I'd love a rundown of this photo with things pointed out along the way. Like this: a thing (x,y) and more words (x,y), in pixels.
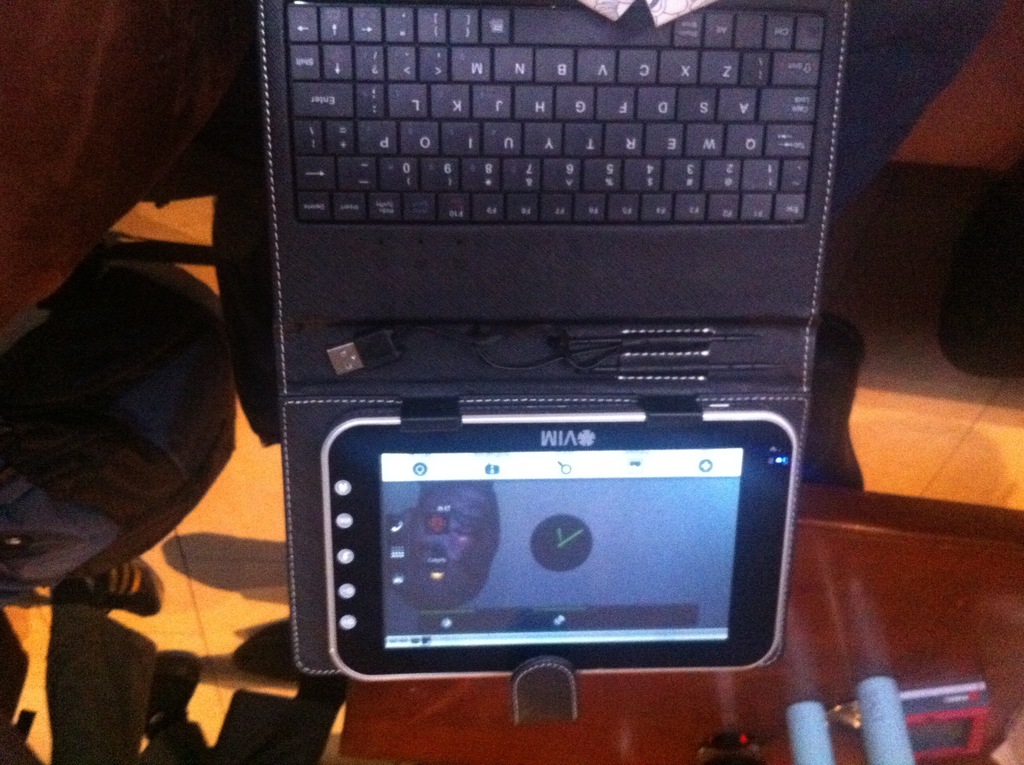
This image is taken indoors. At the bottom of the image (463,728) there is a table (677,692) with a few things (810,732) on it. At the top of the image (551,182) there is a keyboard (573,164). In the middle of the image (547,410) there is a tab (523,532) attached to a keyboard (636,202) and a person (868,69) is standing on the floor (876,227). On the left side of the image (46,182) there is a chair (140,430).
